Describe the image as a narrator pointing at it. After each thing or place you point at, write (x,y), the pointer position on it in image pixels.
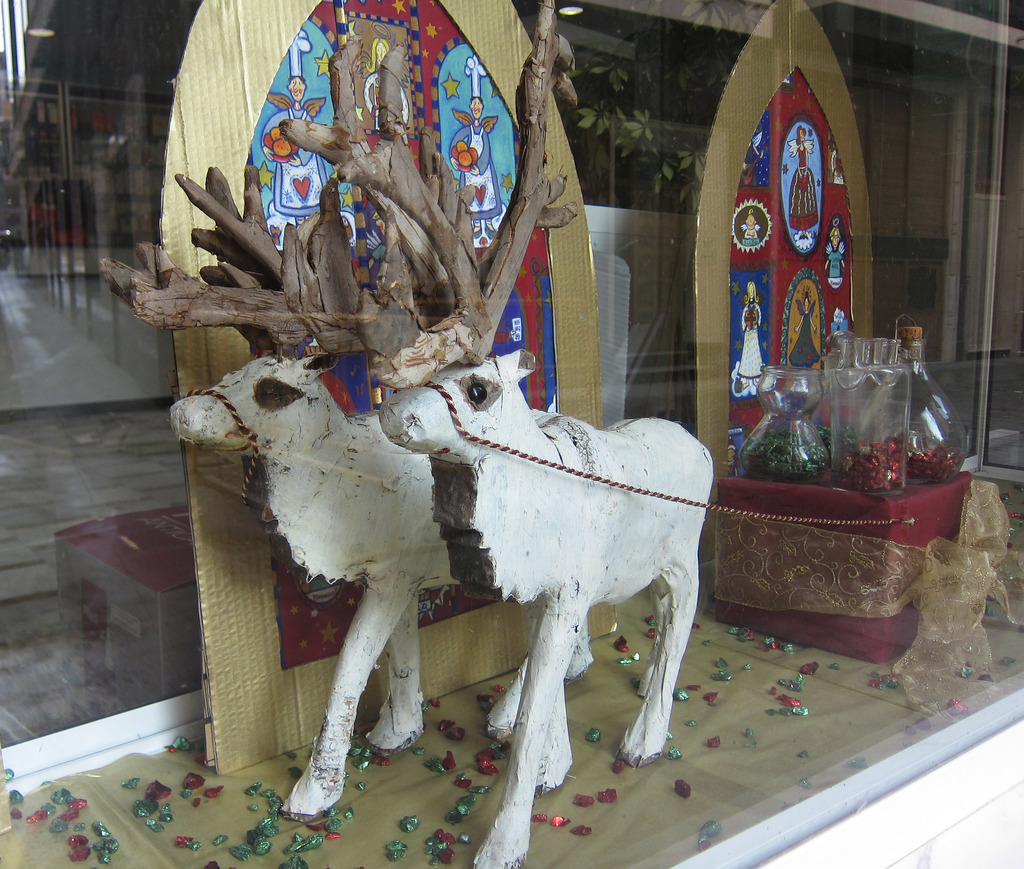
In this image I can see two toy animals (562,531) in white and brown color. I can see few glass jar (884,410) and something is inside. They are on the red color box (907,510). Back I can see few colorful boards (716,178). They are on the brown color surface (584,784). In front (446,816) I can see a glass (382,816).
